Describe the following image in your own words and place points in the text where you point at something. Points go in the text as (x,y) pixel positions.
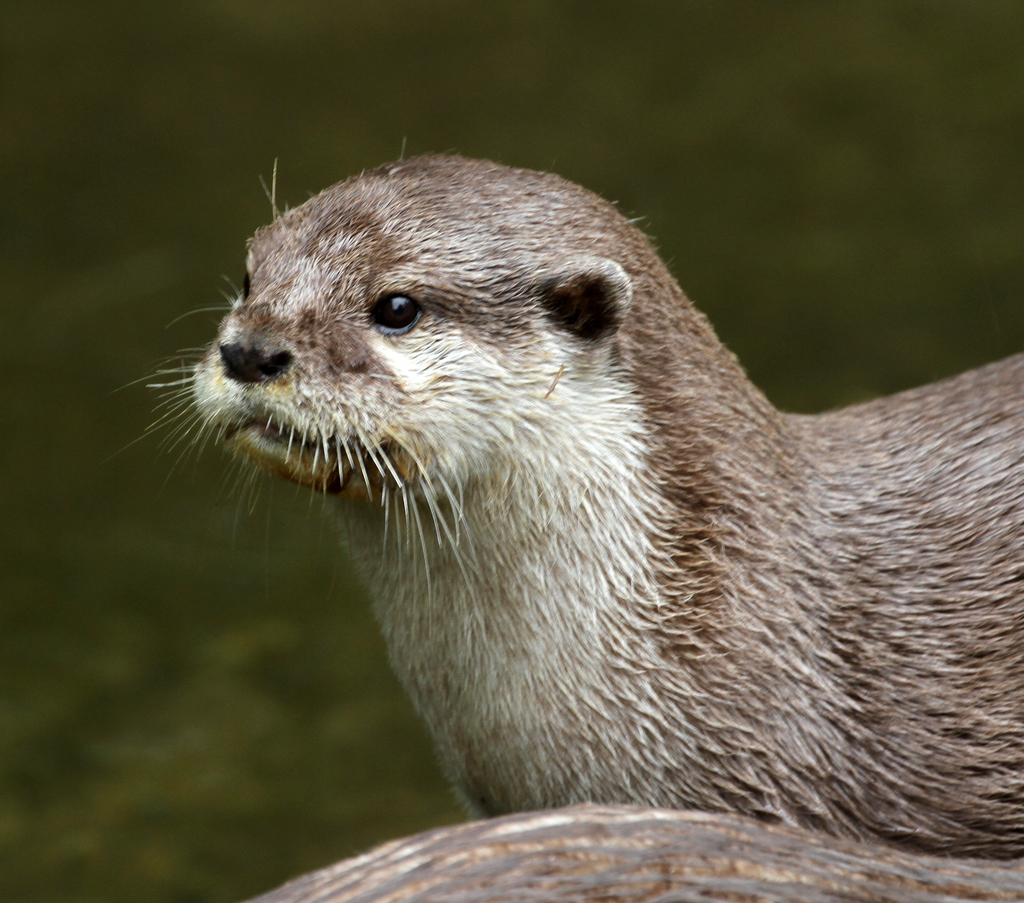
In the center of the image (481,422) we can see an animal (646,597).
